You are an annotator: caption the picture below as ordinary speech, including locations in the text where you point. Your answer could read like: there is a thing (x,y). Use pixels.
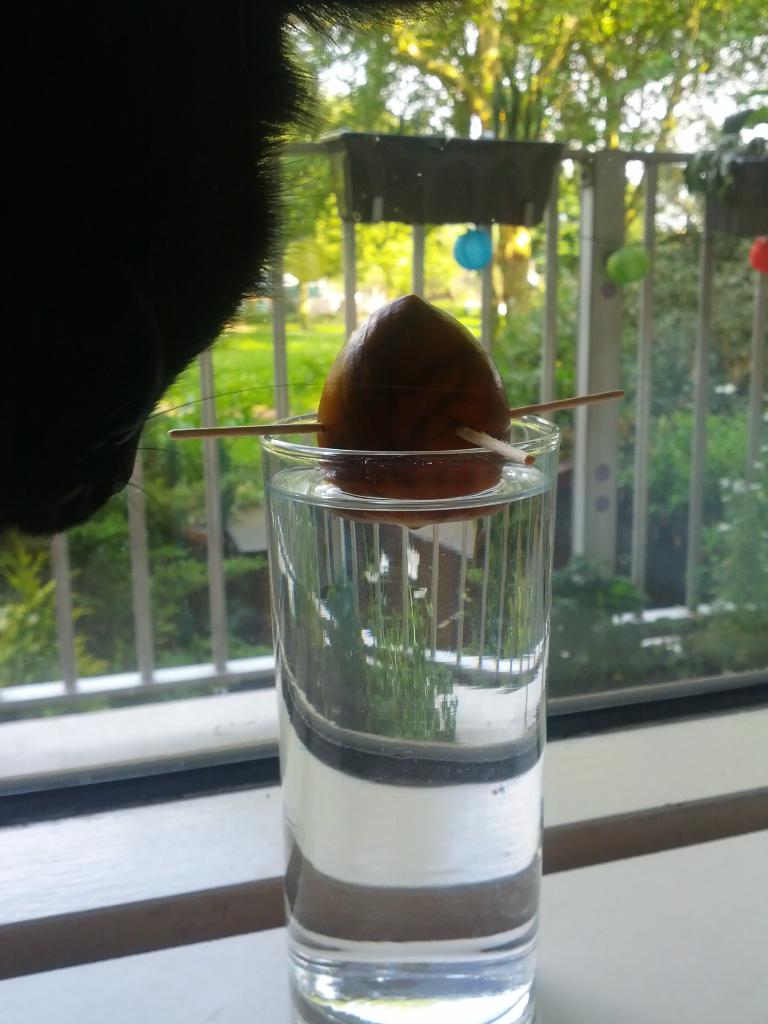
Here I can see a glass (419,642) filled with the water (457,631) and an object (369,457) is placed on that which is looking like a fruit (422,378). On the left side (95,297), I can see a cat's head (95,297). In the background (586,419) there is a railing (647,393). At the back of it I can see many plants (513,332) and trees (537,41).
